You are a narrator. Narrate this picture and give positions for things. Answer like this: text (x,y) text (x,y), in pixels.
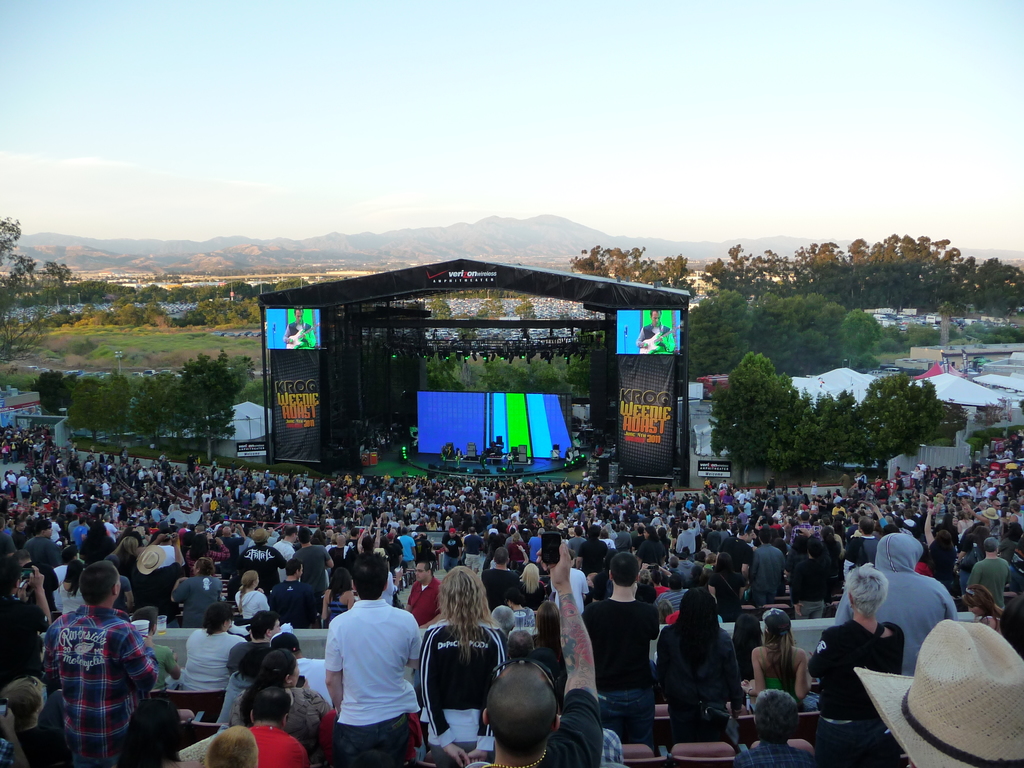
This image consists of a crowd (508,535). In the background (495,316), there is a dais (346,340) along with the trees (153,320) and mountains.
